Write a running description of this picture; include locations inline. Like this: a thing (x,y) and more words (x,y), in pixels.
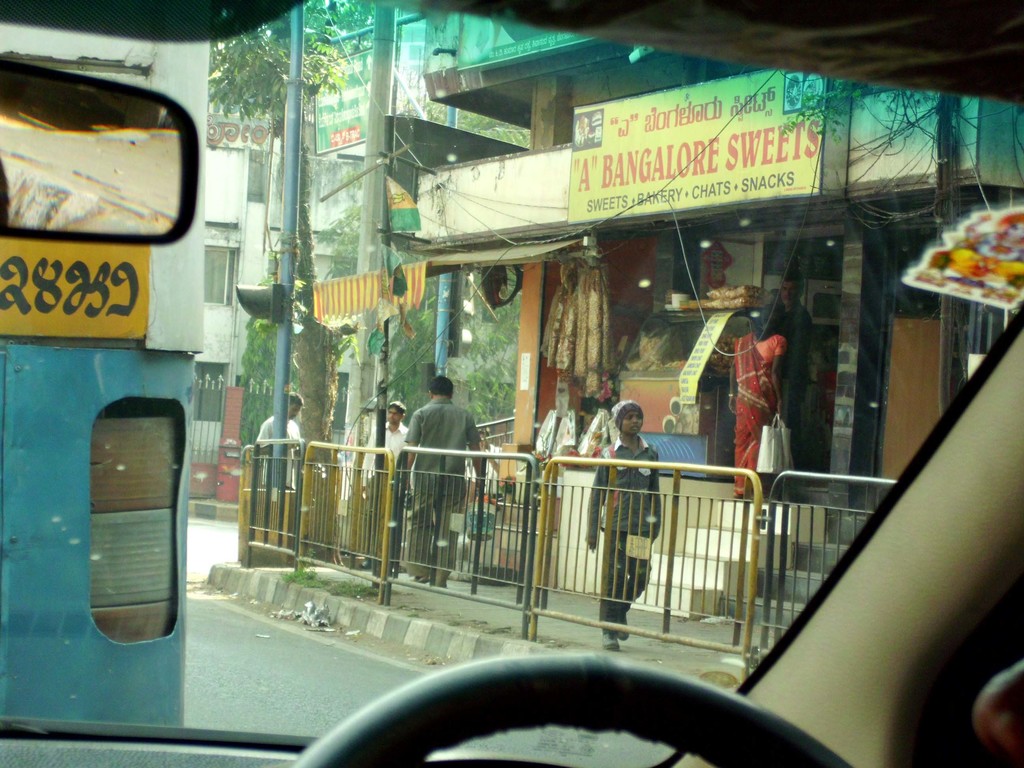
In this picture we can see vehicles (92,427) on the road (367,680) and some people (639,561) walking on a footpath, shop (587,397), buildings (232,350) with windows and in the background (252,335) we can see trees (252,335).
